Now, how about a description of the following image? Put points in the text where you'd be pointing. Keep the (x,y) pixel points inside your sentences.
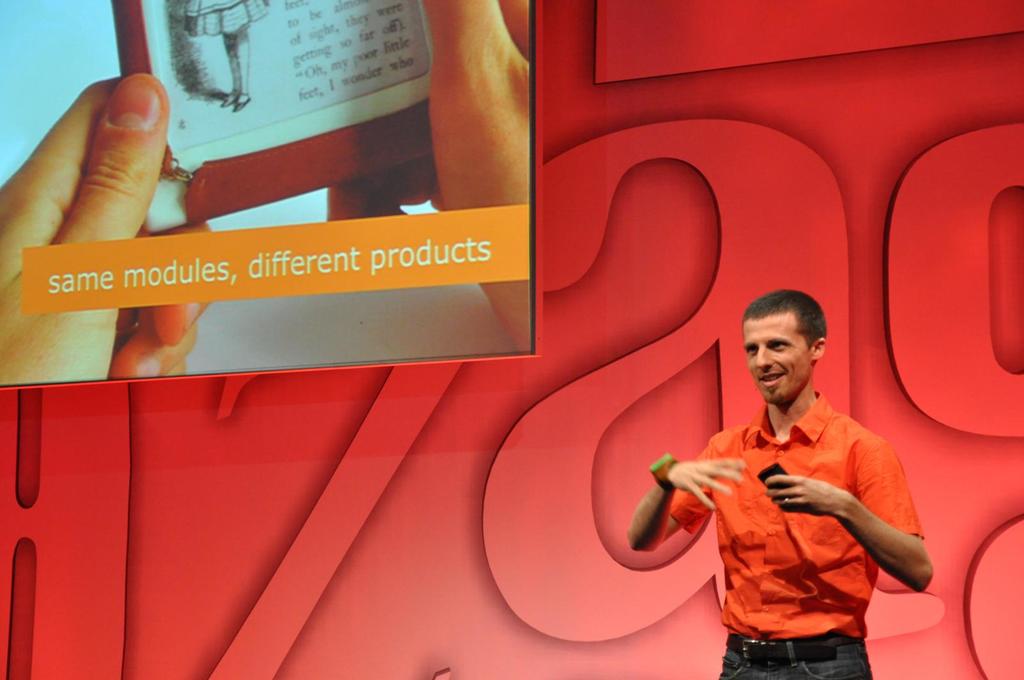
In this picture there is a man (831,488) standing and talking and he is holding the object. On the left side of the image (332,349) there is a screen (506,52), on the screen (82,321) there is a person (109,144) holding the object (325,5), on the object (307,182) there is a picture (209,97) of a woman (194,13) and there is text (362,35). At the back (701,529) there is a red color background (636,267) and there is text (382,477) on it.
